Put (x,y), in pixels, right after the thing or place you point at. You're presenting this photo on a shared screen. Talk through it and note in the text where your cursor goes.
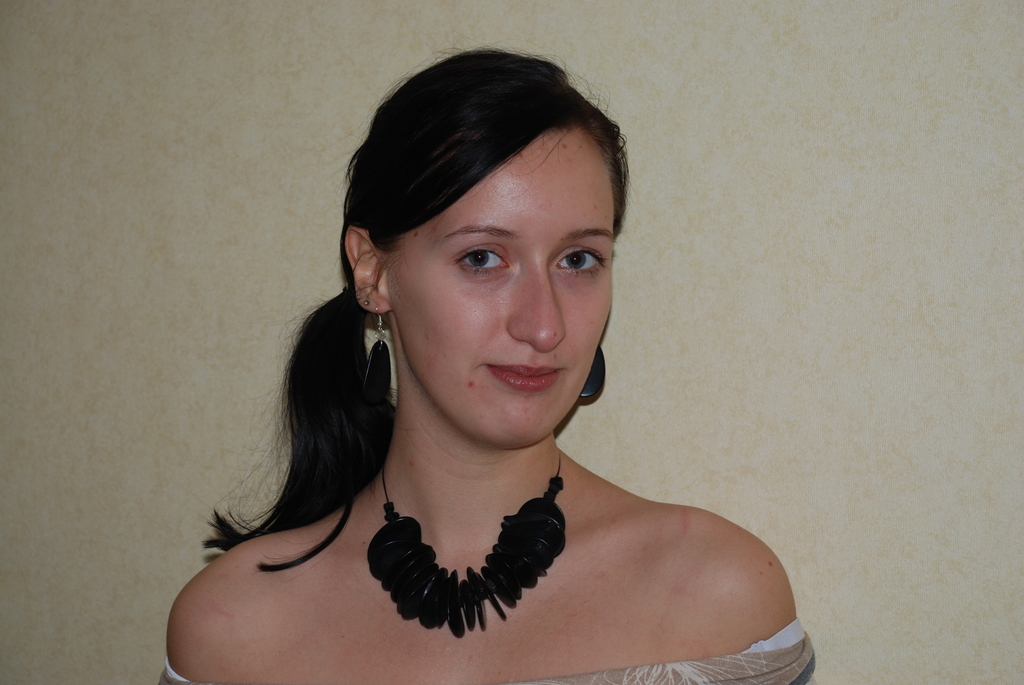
In this I can see a woman (477,384) and a wall (144,143) in the background (203,150).
